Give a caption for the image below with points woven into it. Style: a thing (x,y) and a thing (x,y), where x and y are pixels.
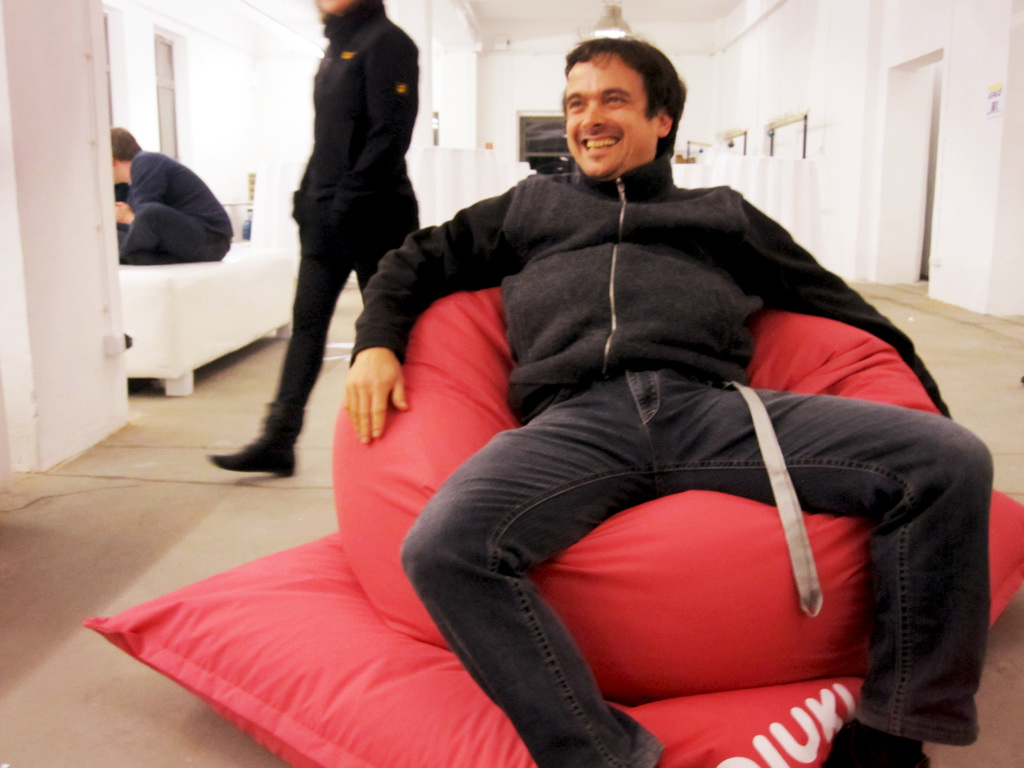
In this image there is a person (531,343) with a smile on his face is sitting on a bean bag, behind the person (609,355) there is another person (305,256) walking, in the background of the image (295,272) there is another person (183,253) sitting on a sofa chair (186,278).
